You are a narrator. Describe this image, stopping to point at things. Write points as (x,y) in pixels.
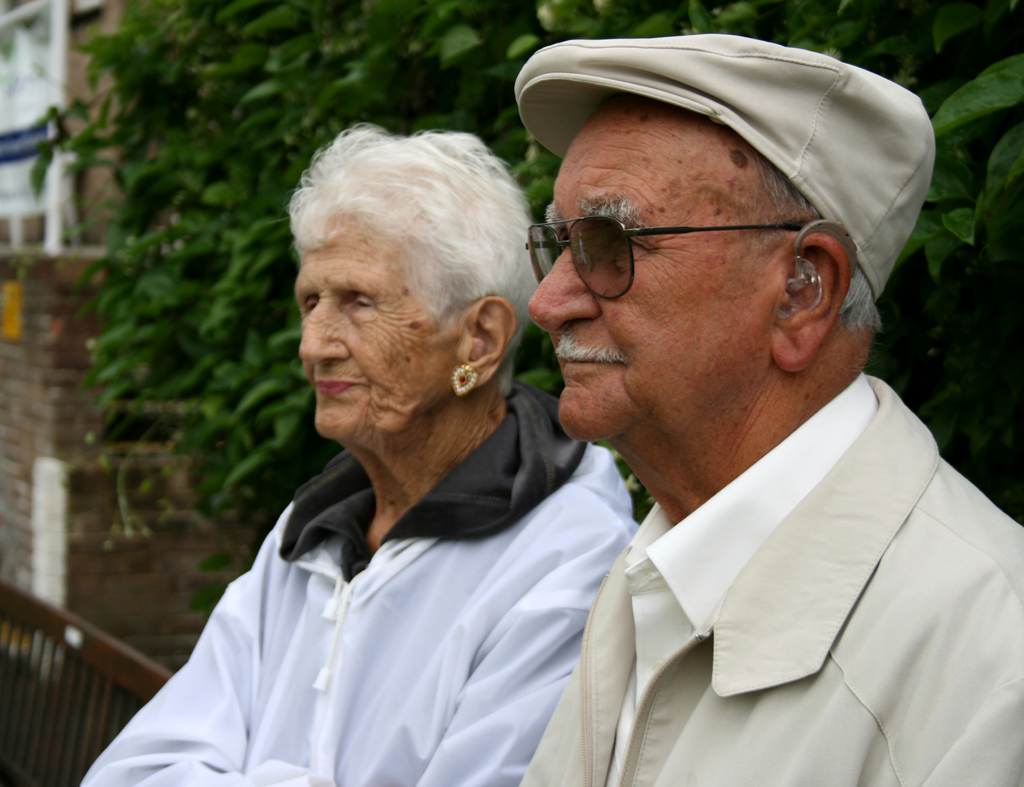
In the center of the image (529,430) two persons (835,357) are there. In the background of the image (298,106) we can see trees (158,163), wall (64,357) and a building (68,80) are present.
